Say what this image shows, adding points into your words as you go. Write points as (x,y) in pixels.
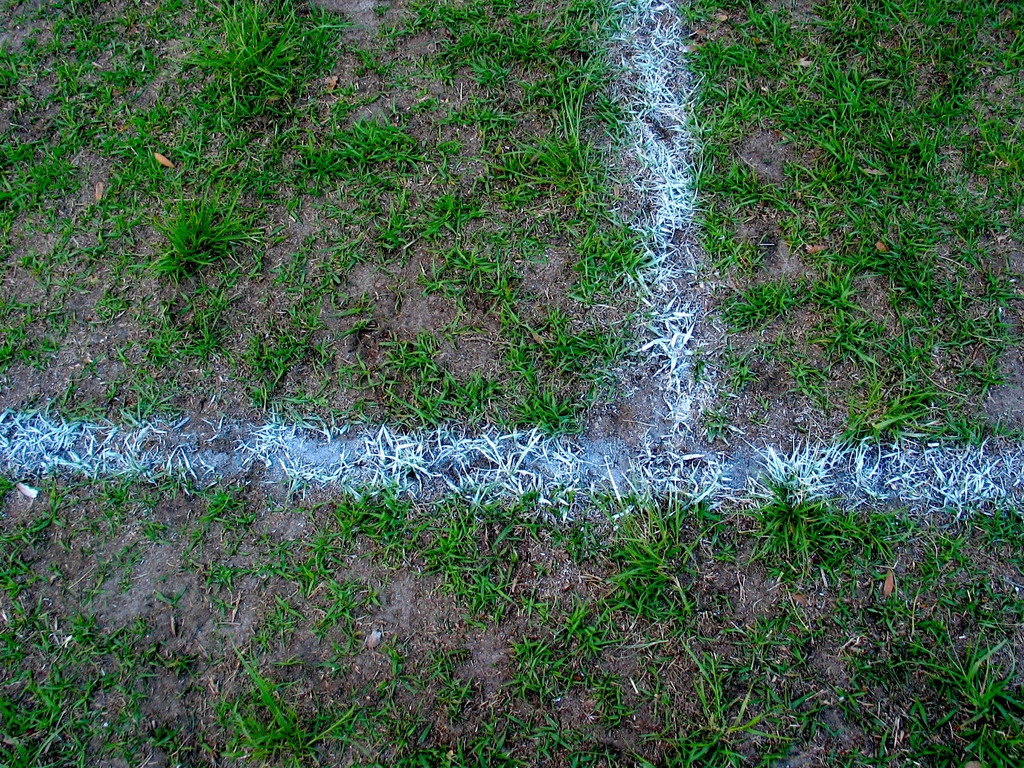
In this picture there is a white color powder (873,465) on the grass (618,119). At the bottom (853,534) there is grass (853,534) and mud (552,701).
